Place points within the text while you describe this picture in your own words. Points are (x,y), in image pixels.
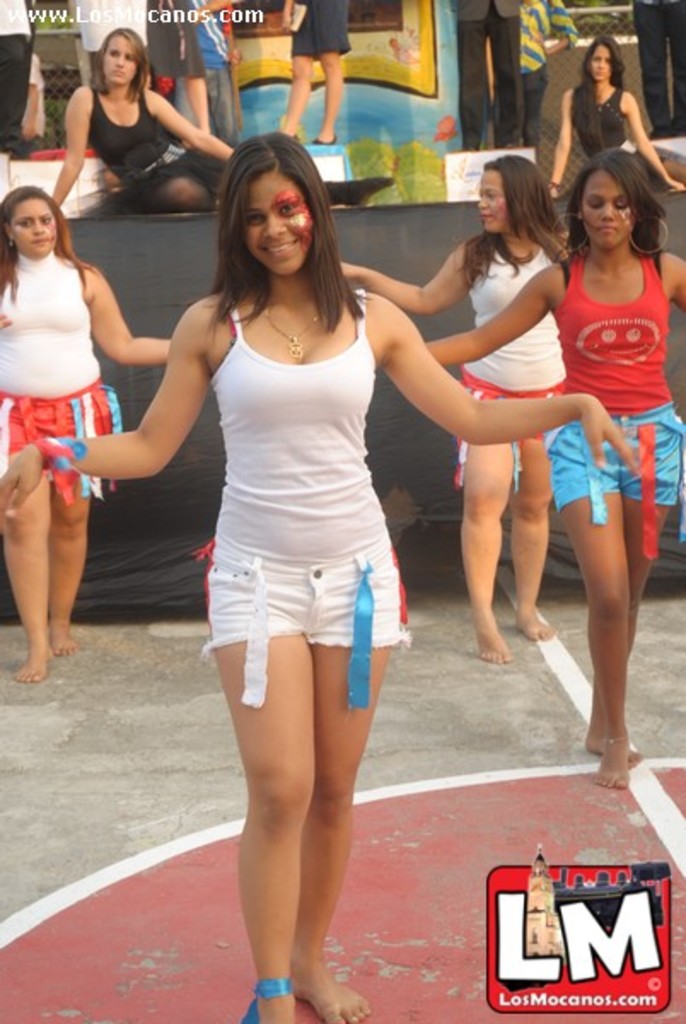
In the picture I can see people (367,363) among them some are sitting and some are standing on the floor (423,636). In the background (138,592) I can see black color cloth (90,561) and some other objects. I can also see watermarks (610,945) on the image.
